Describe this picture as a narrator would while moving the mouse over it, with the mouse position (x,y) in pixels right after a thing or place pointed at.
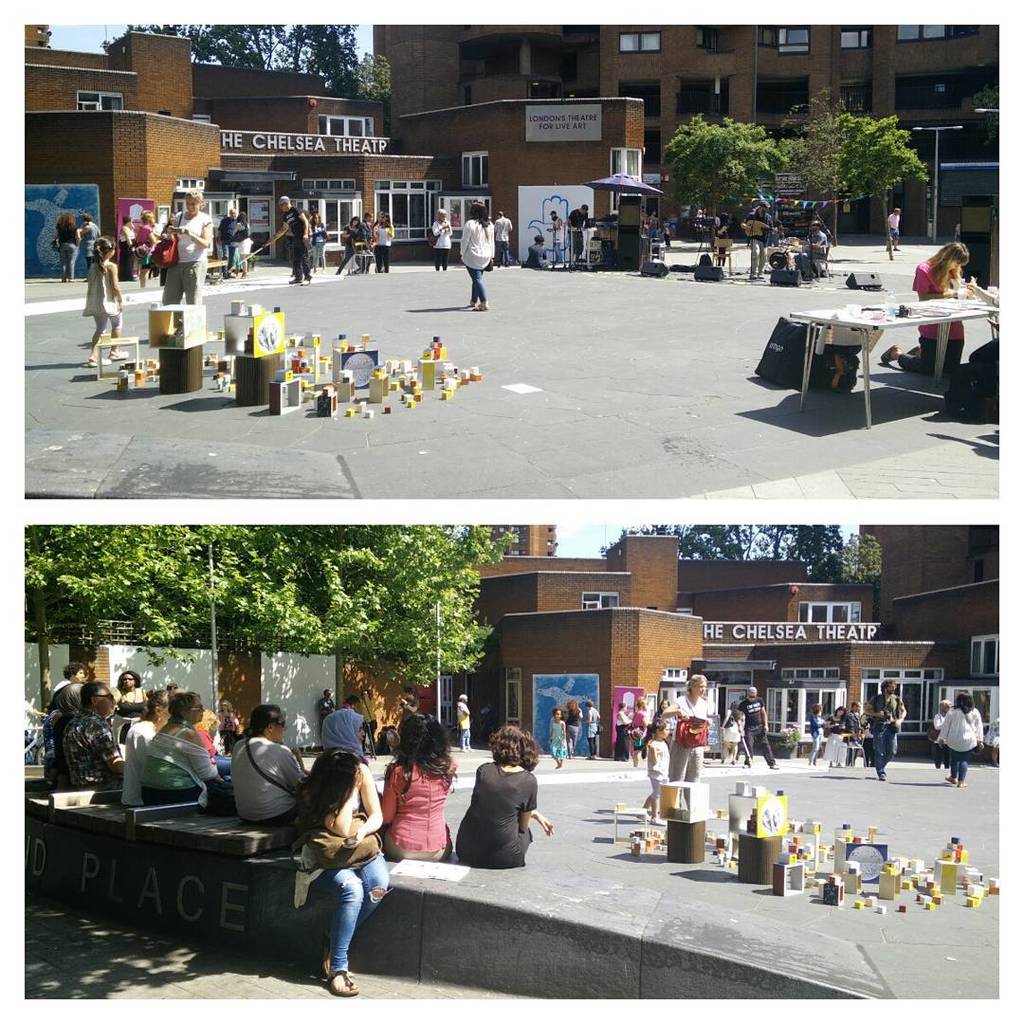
The image is outside of the city. In the image a group of people (293,211) standing and walking at bottom (79,722) we can also see another image in this there are few people (102,698) are sitting. On right side (699,799) there are some products (695,813) and a table (891,326). In background (362,161) we can see some trees (686,138), street light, buildings (425,91) and sky (79,41) is on top (88,32).
